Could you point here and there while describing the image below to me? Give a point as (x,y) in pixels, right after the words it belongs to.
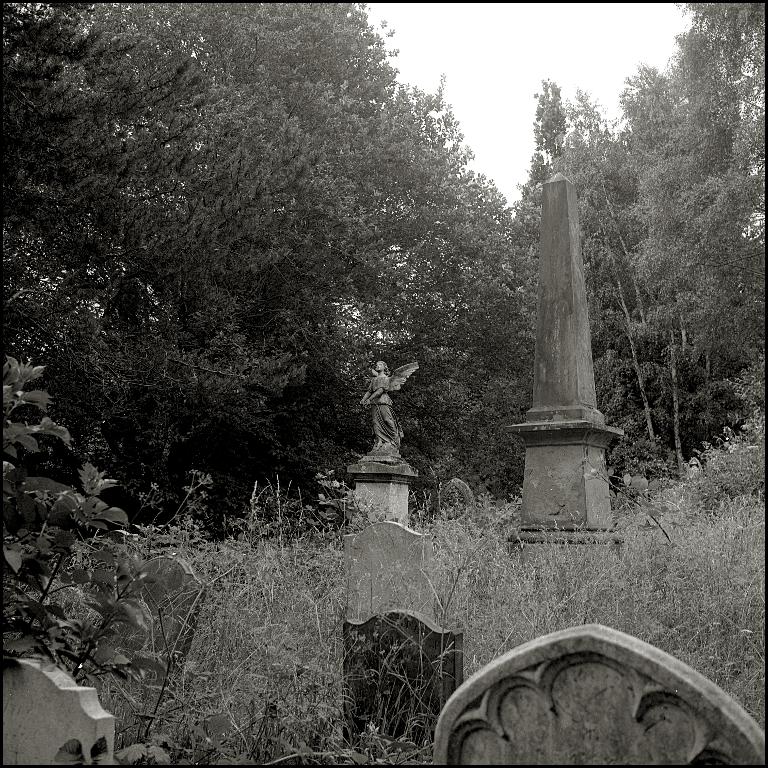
This is a black and white image. In this image we can see a statue (381,381), trees (163,100), concrete structure (548,497). At the top of the image (530,78) there is sky (484,58).
